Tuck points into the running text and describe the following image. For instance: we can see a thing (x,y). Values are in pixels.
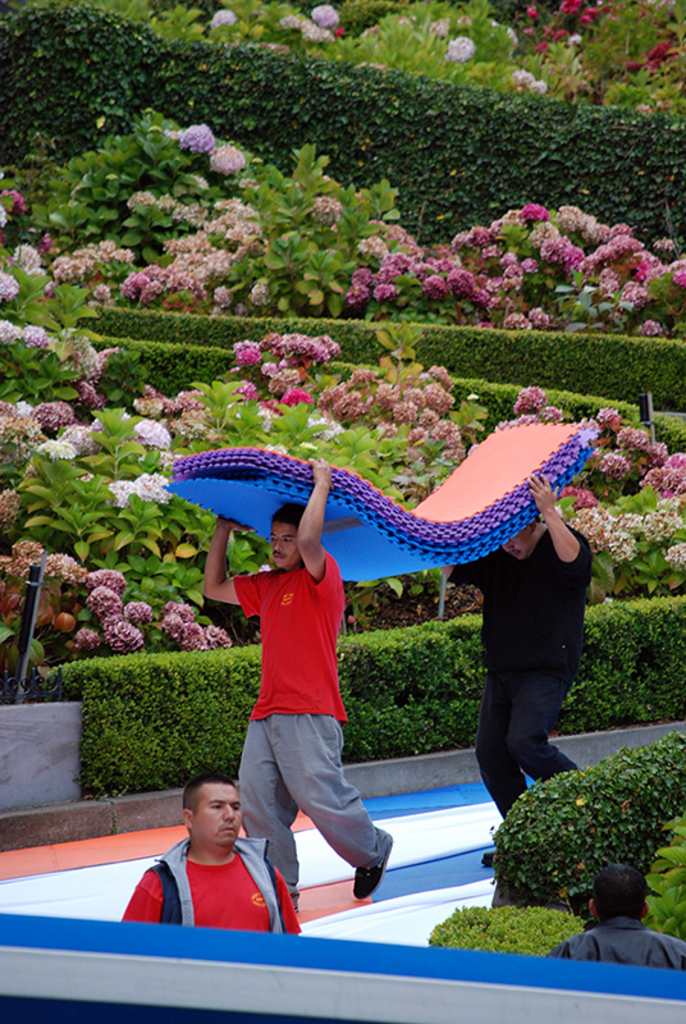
In this image we can see two persons (549,624) are carrying some rubber thing (384,512) on their heads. Behind the garden (354,340) is there with full of different color flowers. Bottom right of the image (575,918) some plants (609,848) are there and one person (604,950) is present. To the left side of the image (221,882) one person (233,889) is there he is wearing black jacket (175,901) with red t-shirt (204,904).
